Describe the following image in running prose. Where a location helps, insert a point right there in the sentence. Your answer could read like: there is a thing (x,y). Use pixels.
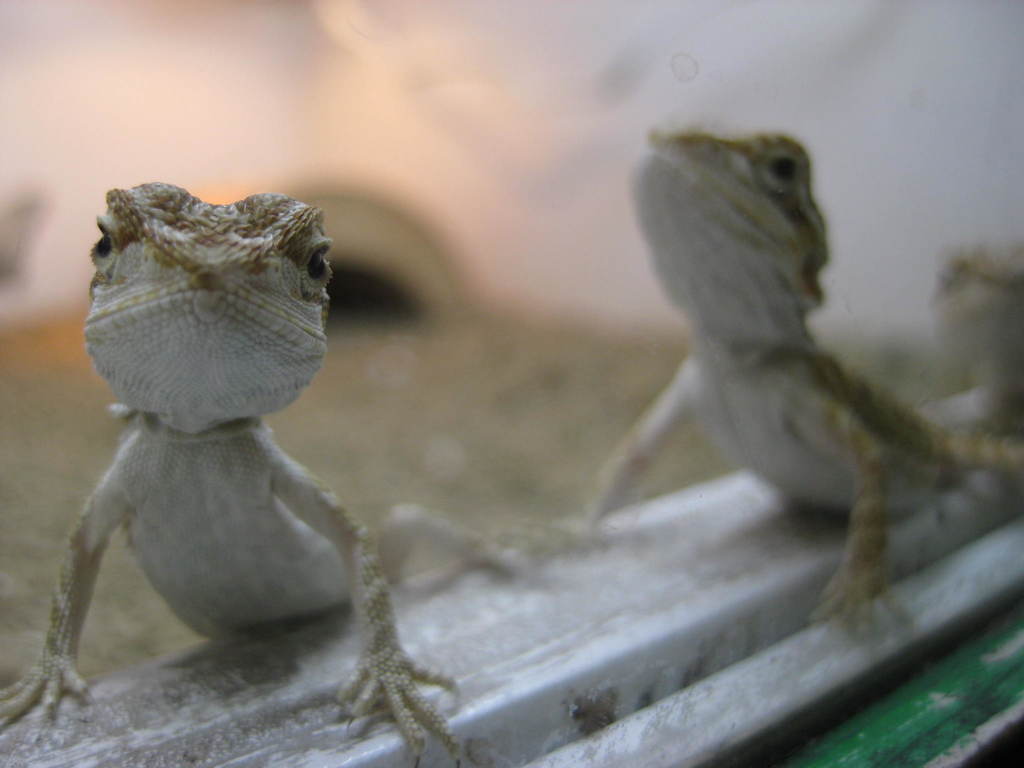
In the picture I can see lizards (695,367). The background of the image (553,377) is blurred.
